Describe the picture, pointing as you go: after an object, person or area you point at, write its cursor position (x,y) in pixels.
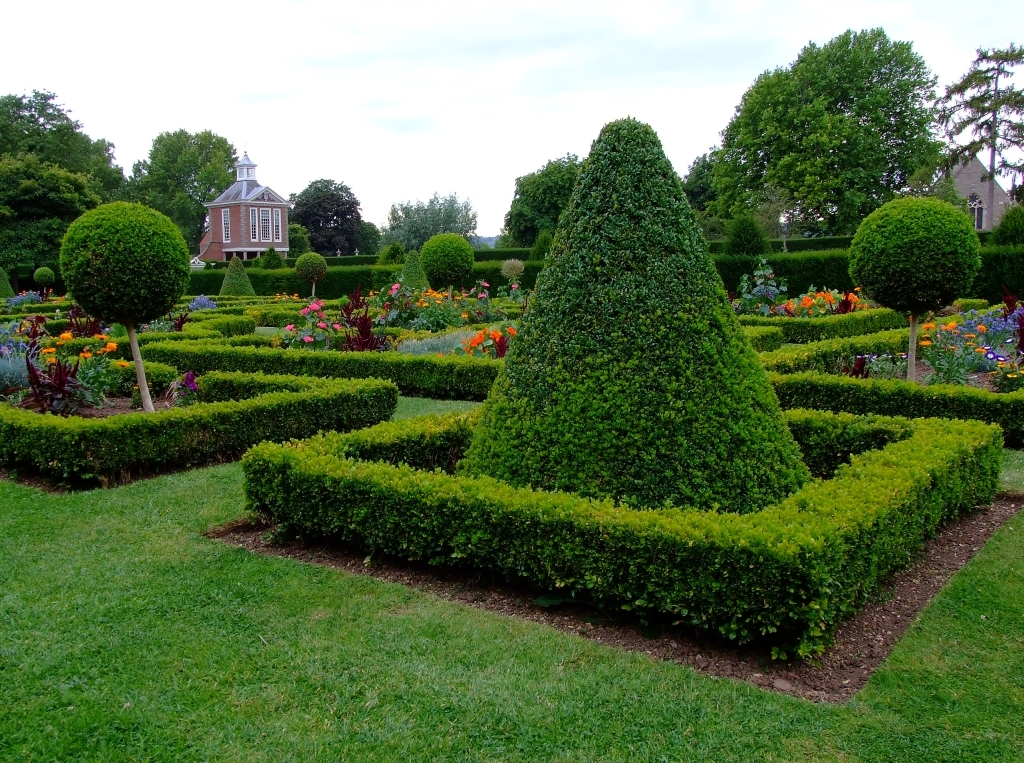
The picture is taken in a garden (649,439). in this picture there are plants (528,259), flowers (18,301), bushes (501,480), grass (374,709) and soil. In the background (441,166) there are trees (192,197), buildings (246,205) and sky (425,52).
